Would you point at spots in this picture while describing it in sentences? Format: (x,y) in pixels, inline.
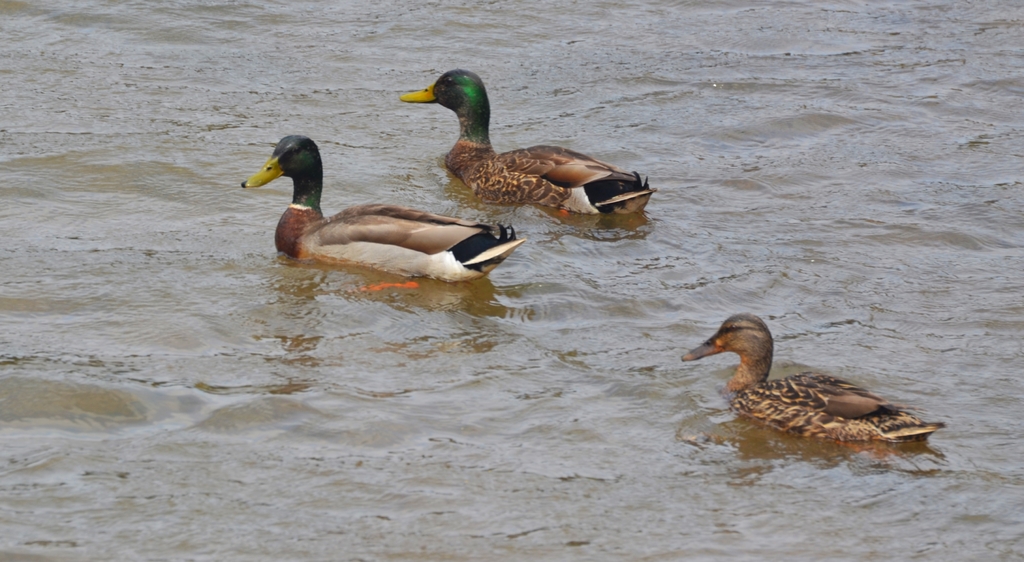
In the center of the image (393,271) we can see ducks (807,404) on the water (655,364).
